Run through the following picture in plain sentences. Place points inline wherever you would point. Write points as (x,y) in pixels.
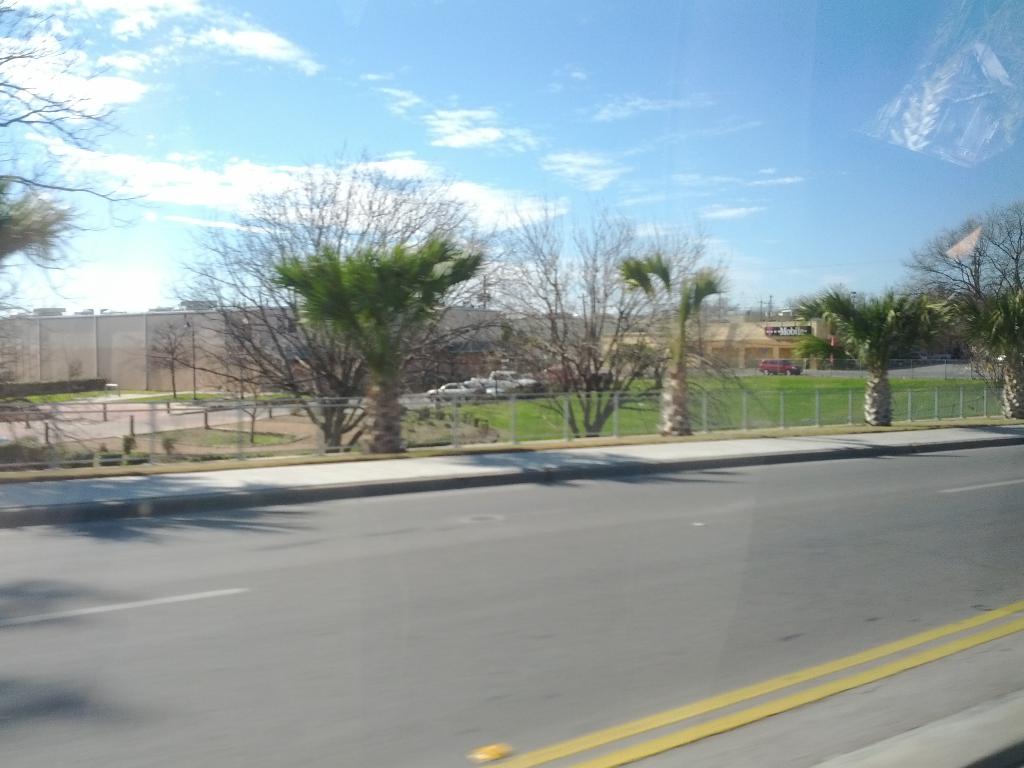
In this image, I can see the trees (884,365), cars (555,385) and buildings (451,338). This is the road (771,537). This looks like a fence (748,425). I think this is a glass door (976,85) with the reflection (943,80) of an object (968,100). These are the clouds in the sky (906,40).
